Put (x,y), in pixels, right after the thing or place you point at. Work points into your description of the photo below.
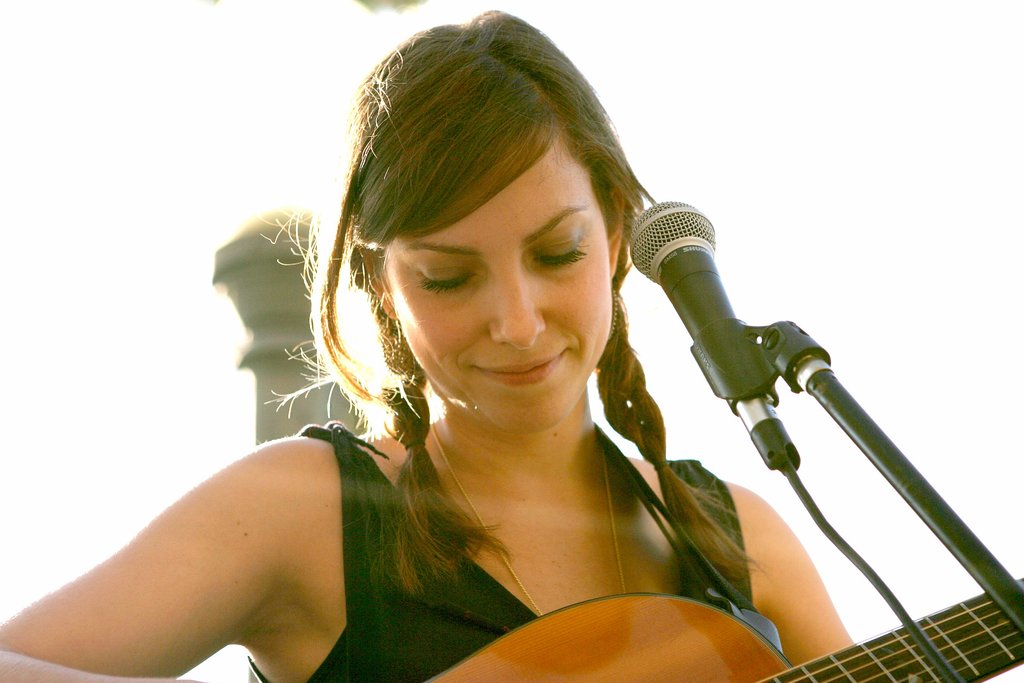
This picture shows a woman (154,590) with a smile on her face (518,406) playing a guitar (553,631) and we see a microphone (685,282) in front of her
